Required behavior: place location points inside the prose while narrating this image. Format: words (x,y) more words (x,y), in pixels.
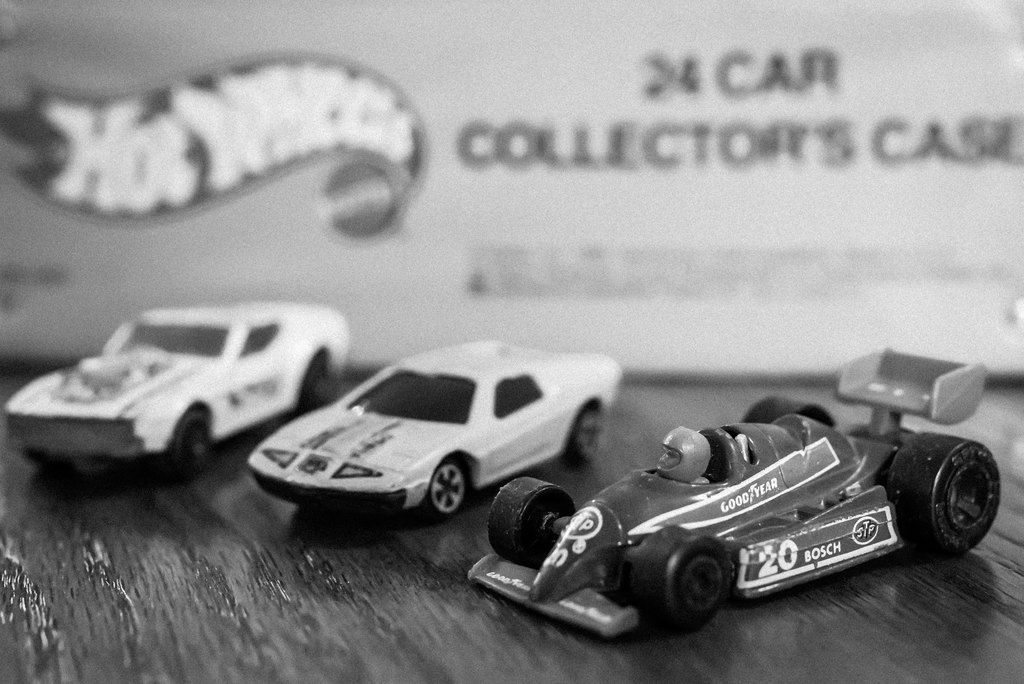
This is a black and white image. In this image we can see toys (502,537) on the floor (409,537).
